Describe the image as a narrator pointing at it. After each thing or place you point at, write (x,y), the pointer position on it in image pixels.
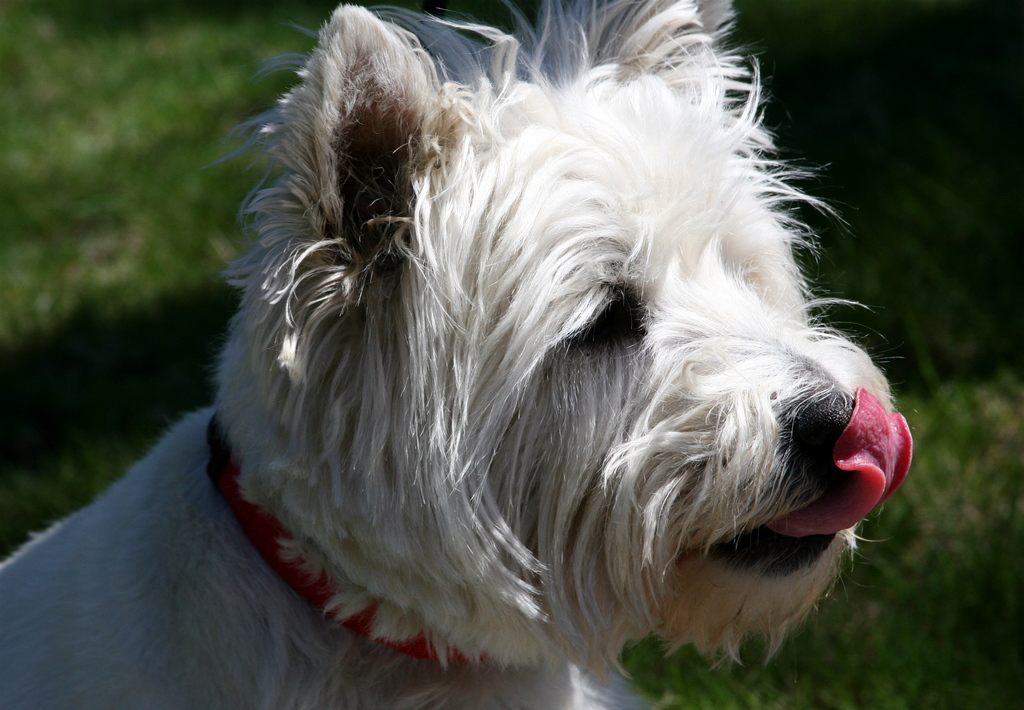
In the center of the image (425,361) there is a dog (216,577). In the background (908,152) there is grass (878,57).
